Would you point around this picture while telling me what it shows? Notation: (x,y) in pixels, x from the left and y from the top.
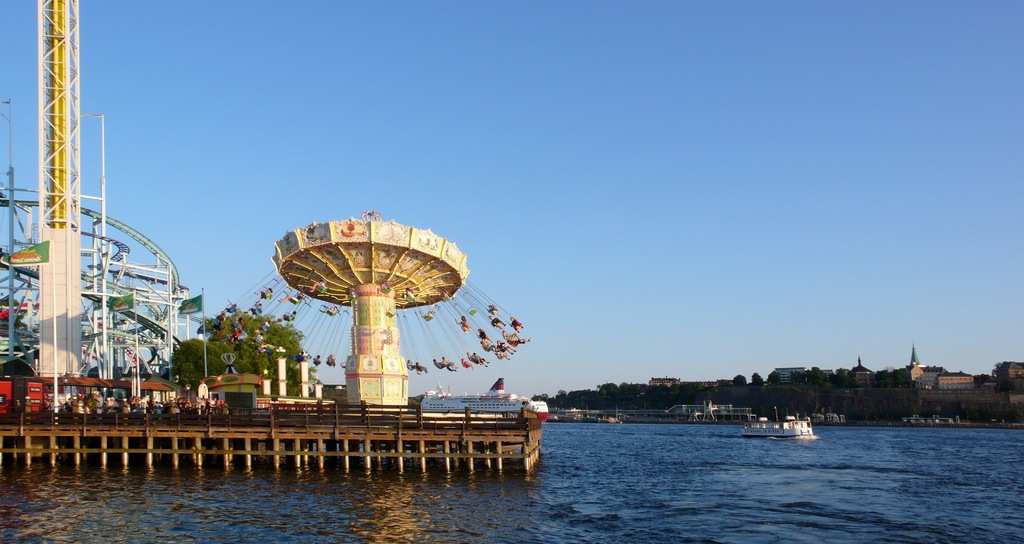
On the left side of the image (26,350) we can see rides (60,371) are present. On the right side of the image (702,412) we can see the buildings (960,386), trees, boat (772,425) are present. At the bottom of the image (664,492) water (696,433) is there. At the top of the image (687,112) sky (676,109) is present.
